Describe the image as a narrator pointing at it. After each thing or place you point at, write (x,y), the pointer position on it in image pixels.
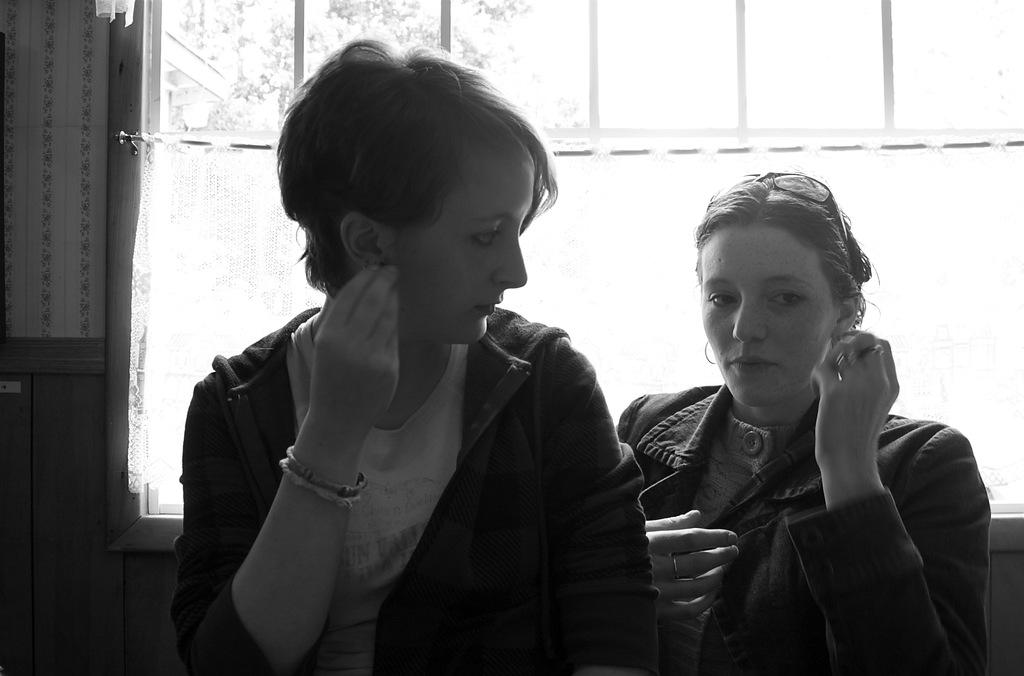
These two people (492,456) wore jackets (489,556). This woman (429,502) is looking at another woman (746,357). Background (223,329) there is a window (177,228).
